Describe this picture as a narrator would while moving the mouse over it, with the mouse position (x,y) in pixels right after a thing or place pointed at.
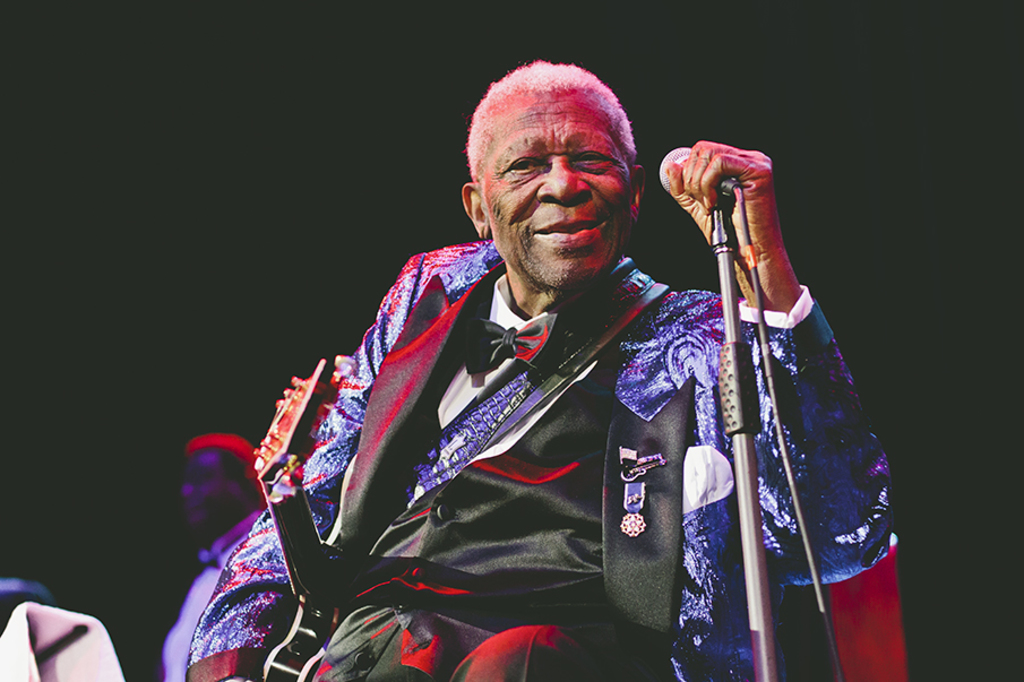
In this picture we see an old man (399,380) holding a mike (679,169) and looking at someone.
